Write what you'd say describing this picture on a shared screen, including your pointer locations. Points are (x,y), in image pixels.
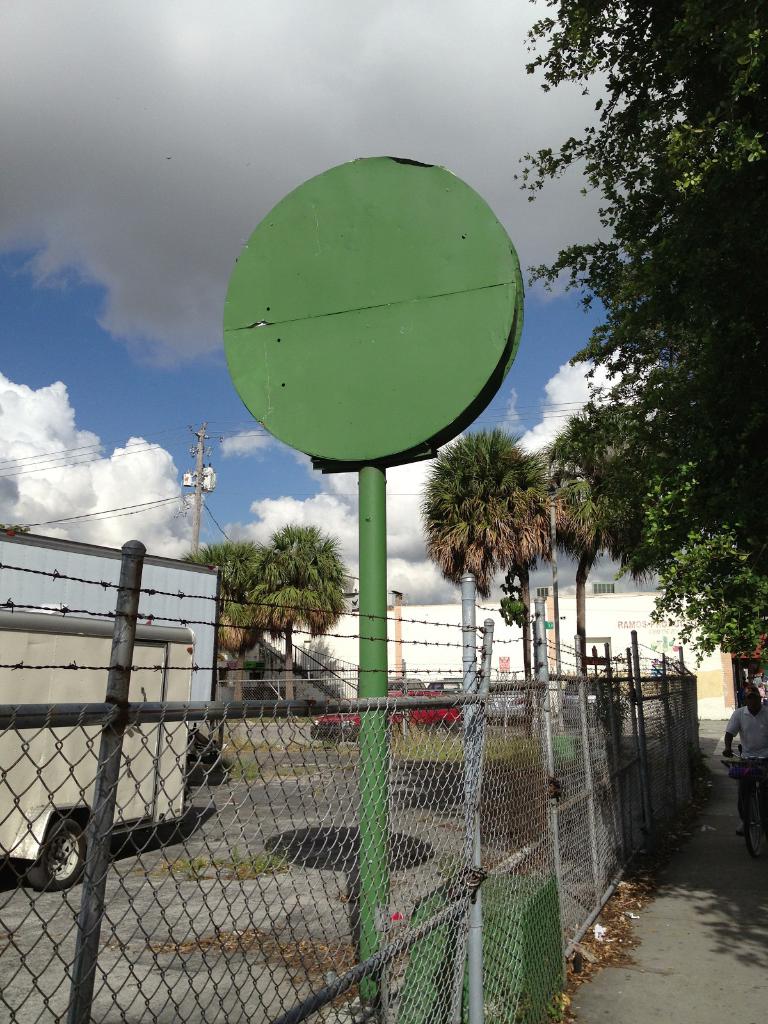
In this picture we can see a fence (323,747), poles (368,915), dry leaves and a board (358,450) on the pole (368,826). We can see a vehicles (186,610) on the road (317,832). There are a few trees (479,509) and a building (626,602) in the background (400,608). Sky (53,442) is blue in color and cloudy.
